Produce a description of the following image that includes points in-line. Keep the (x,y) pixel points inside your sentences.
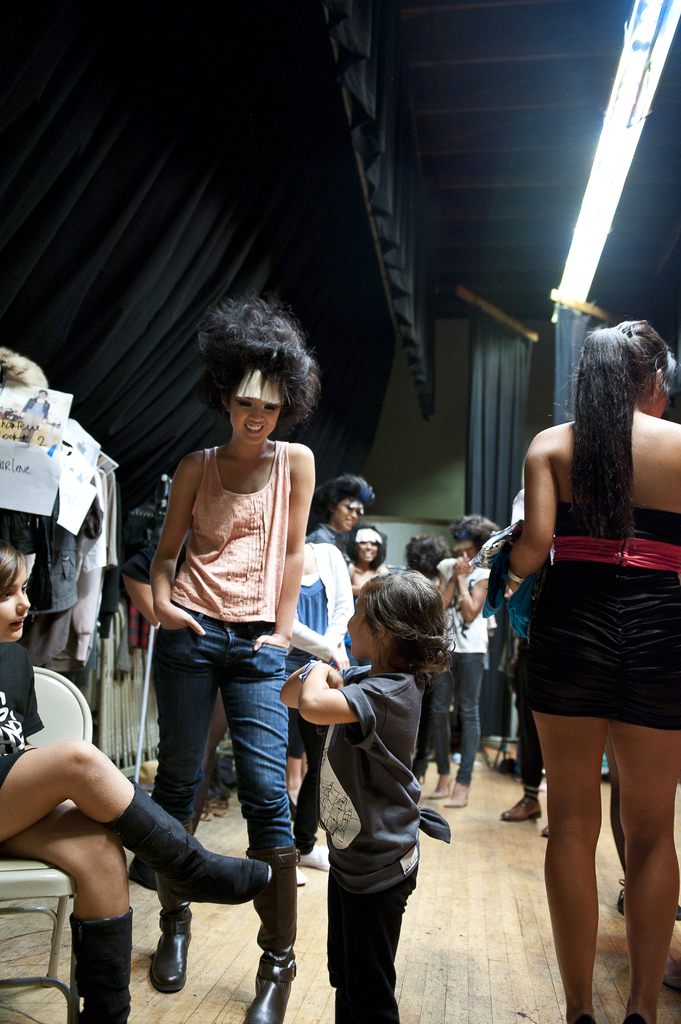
This image consists of many people (278,503). At the bottom (476,943), there is a floor (473,872). To the left (119,222), there are curtains (153,259). At the top (439,128), there is a roof (442,165).
